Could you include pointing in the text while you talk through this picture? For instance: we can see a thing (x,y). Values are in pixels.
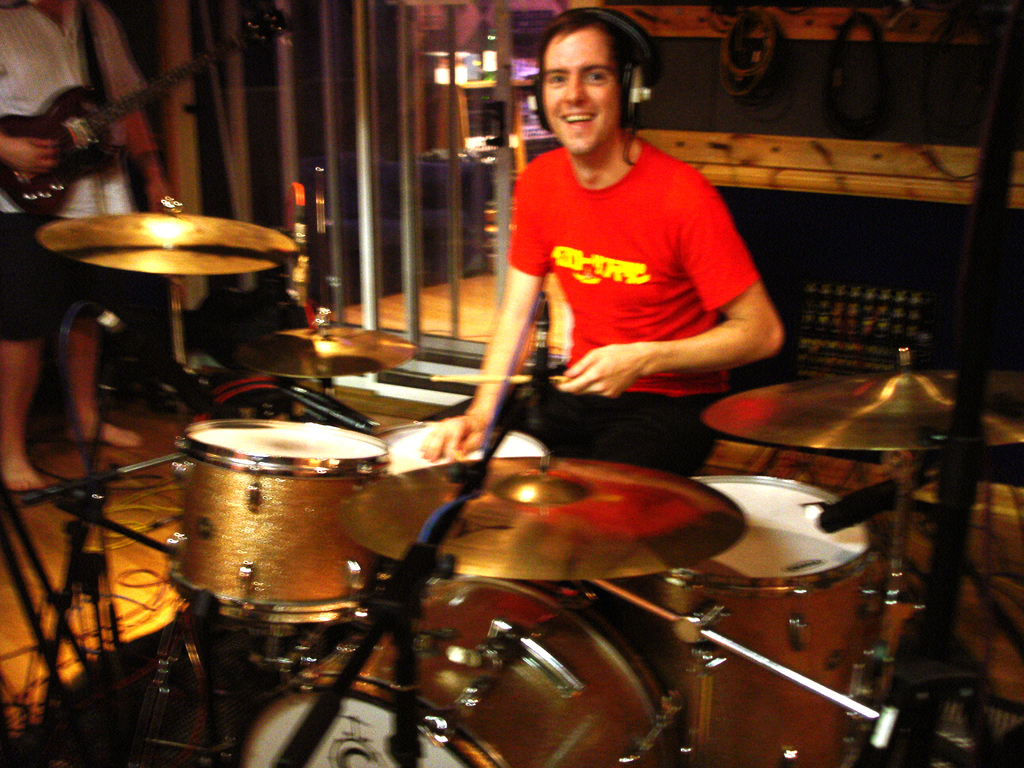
In the center of the picture (593,319) there is a person (624,207) playing drums (512,503). On the left (10,147) there is a person (41,251) playing guitar (79,115). In the background (911,200) there is a room (450,95) and there are some objects (462,87) in it.
